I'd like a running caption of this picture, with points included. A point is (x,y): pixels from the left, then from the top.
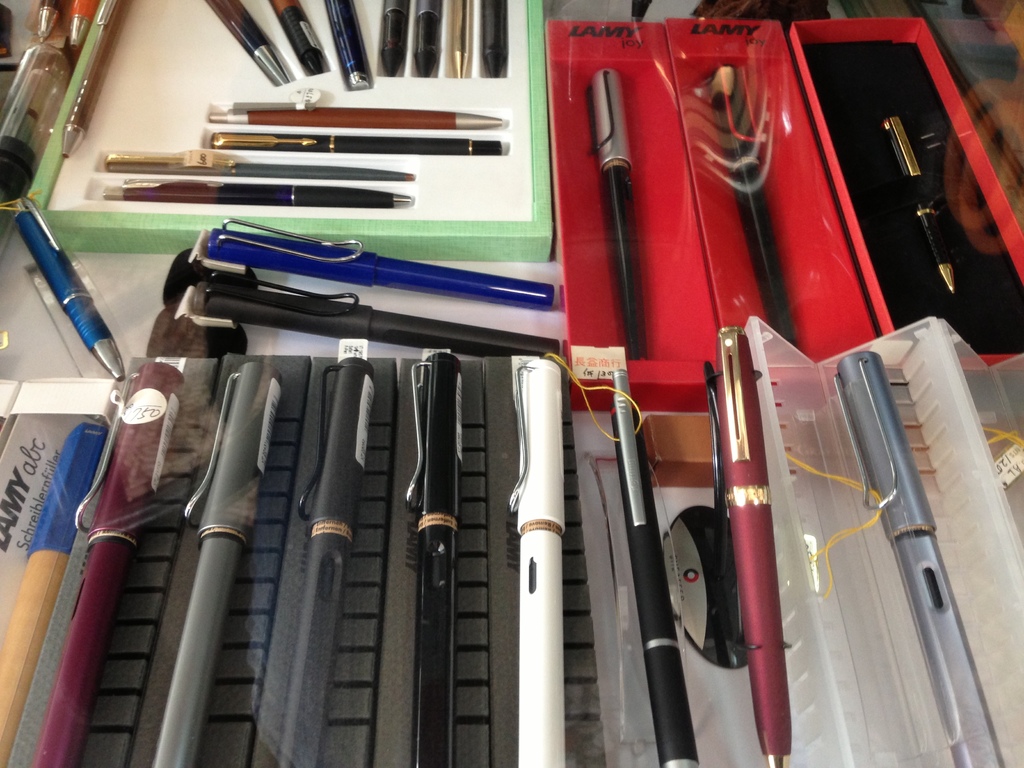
In this image I can see few pens (533,500) in the boxes (811,370) and the pens (626,221) are in multi color.
